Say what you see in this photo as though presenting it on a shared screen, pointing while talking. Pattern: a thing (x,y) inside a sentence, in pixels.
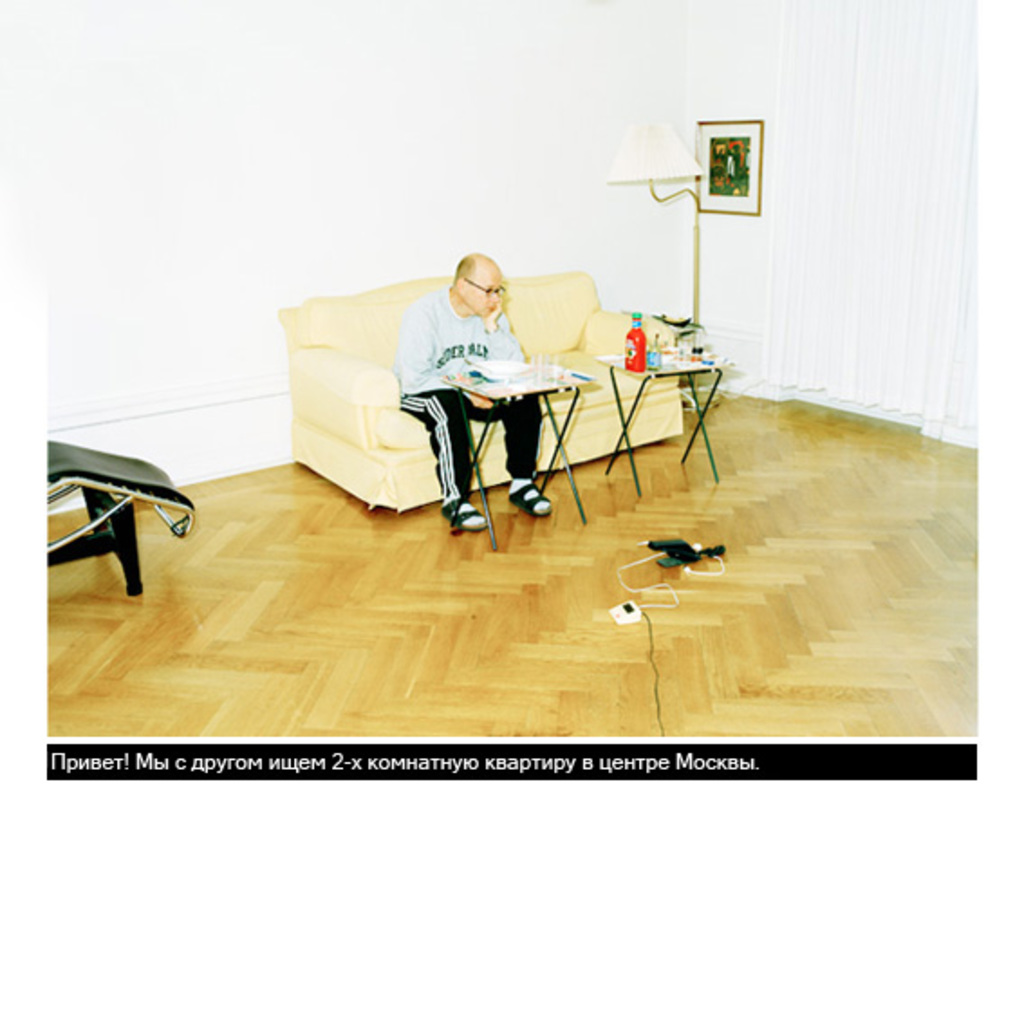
In the image a man (475,398) is sitting on a sofa (487,459). In front of him there are two tables (620,450). On the tables (549,406) there are glasses (546,374), bottles (640,355), and few other things (664,347). Beside the sofa (557,312) there is a lamp (696,240) and a photo frame (723,194) hanged on the wall (709,249). There are few cables (655,605) on the floor (641,551). On the top right (935,112) there are curtains (924,110).
